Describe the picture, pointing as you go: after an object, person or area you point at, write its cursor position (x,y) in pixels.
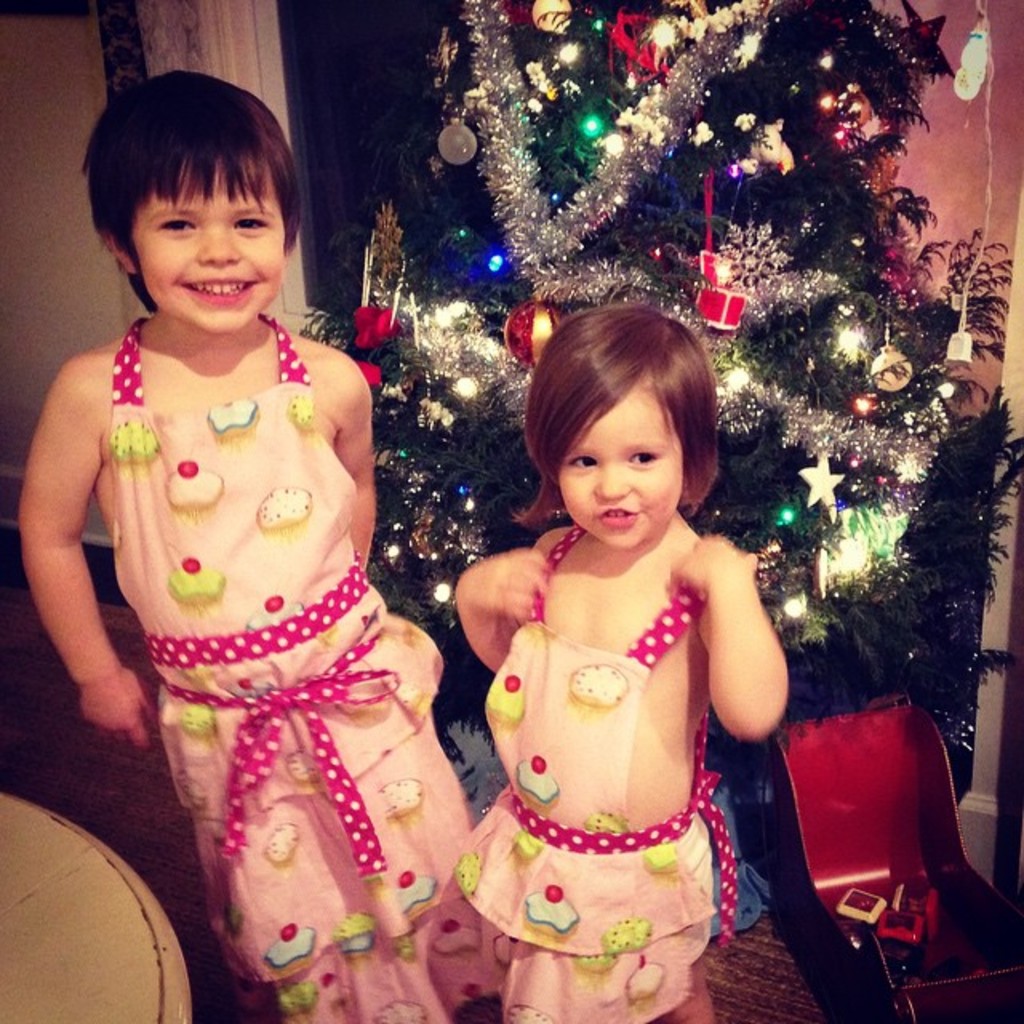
In this image there are two kids (333,711) standing, in the background (477,50) there is a Christmas tree (743,181) and a wall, in the bottom left (96,862) there is a table (45,943).
